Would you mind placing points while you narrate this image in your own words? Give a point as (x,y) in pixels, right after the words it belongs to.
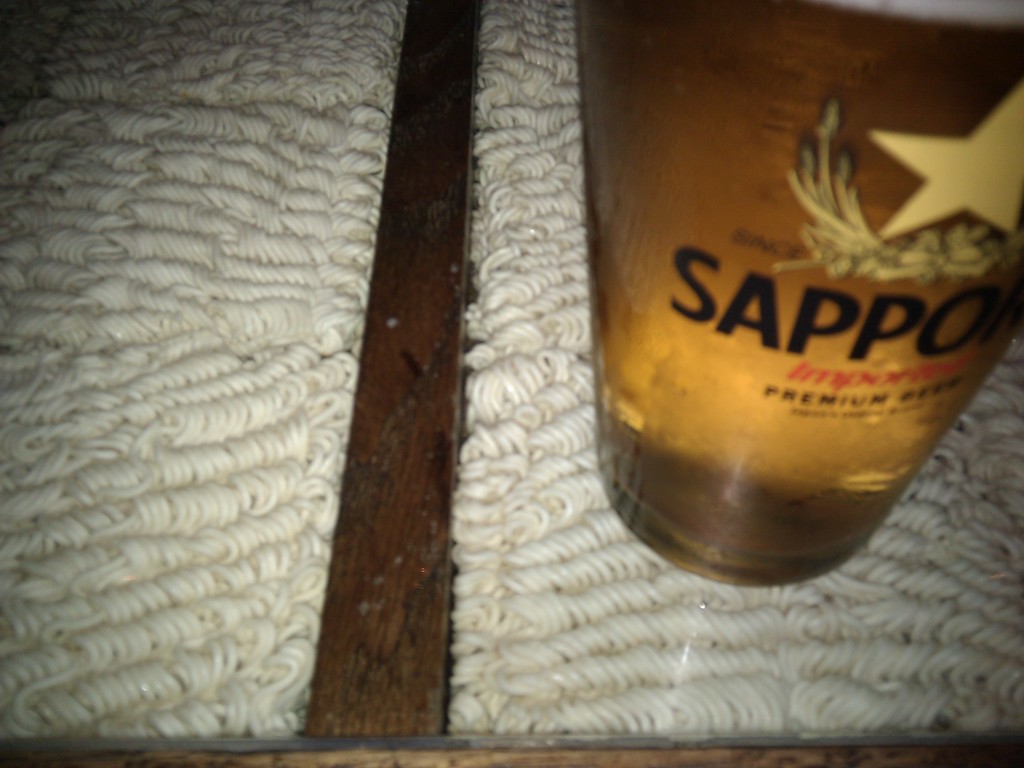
In this picture we can see glass (707,360) on the table (377,602) and we can see food (297,231).
